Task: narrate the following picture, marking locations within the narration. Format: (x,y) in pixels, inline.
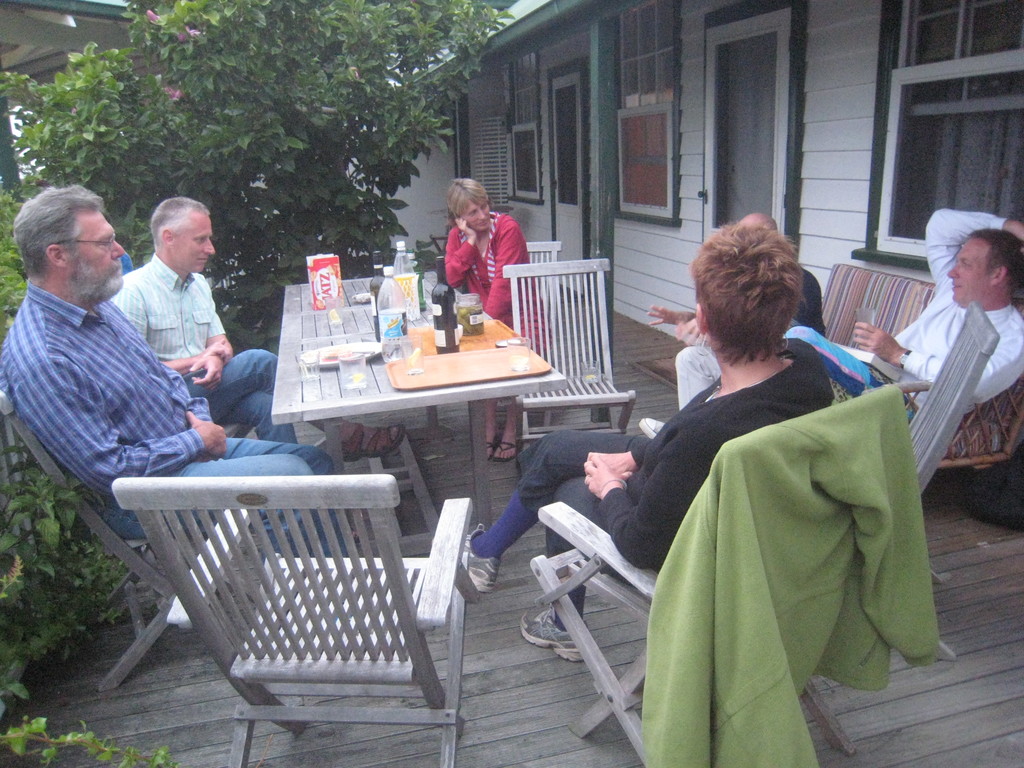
In this picture there are group of people (808,277) who are sitting on a chair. There is a box (323,298), bottles (399,287), plate (346,348) and few objects (473,340) on the table (420,313). There is a tree (358,121) and a house (583,123).
